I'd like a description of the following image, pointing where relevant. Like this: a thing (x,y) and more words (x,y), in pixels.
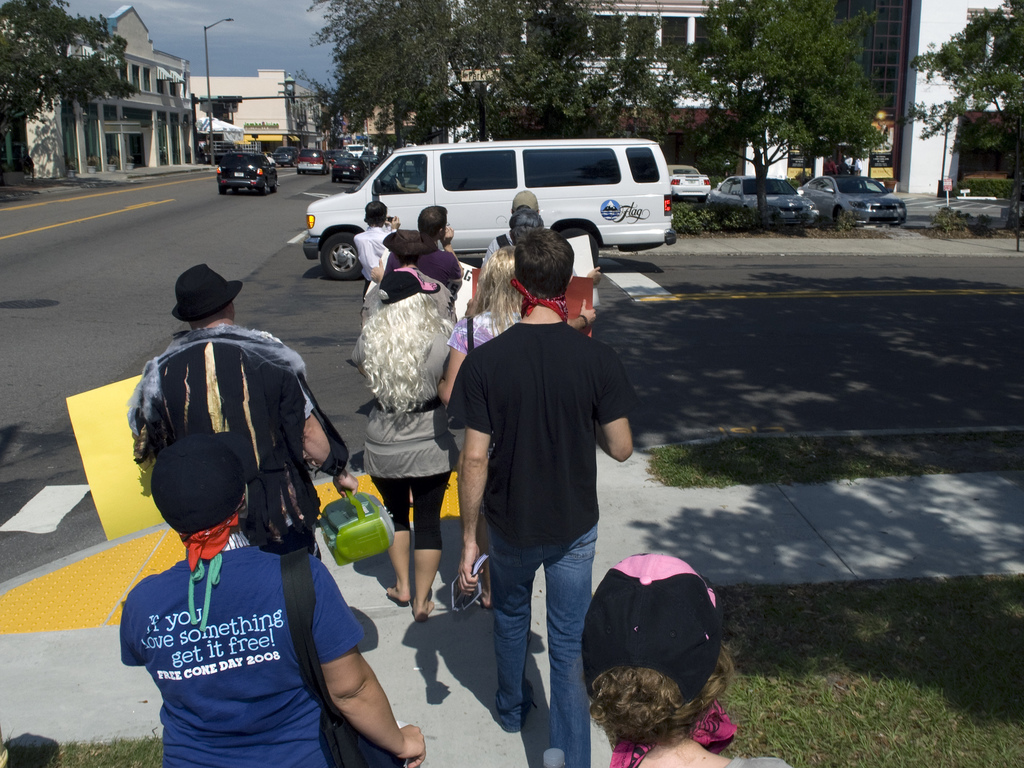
In this image there are some persons (248,691) are crossing the road (755,366) as we can see on the bottom of this image (406,517). There is a road (144,273) in middle of this image (669,372). There are some trees (638,125) on the top of this image (367,99) and there are some buildings (660,44) in the background (695,125). There is a sky (269,42) on the top of this image (226,26).
